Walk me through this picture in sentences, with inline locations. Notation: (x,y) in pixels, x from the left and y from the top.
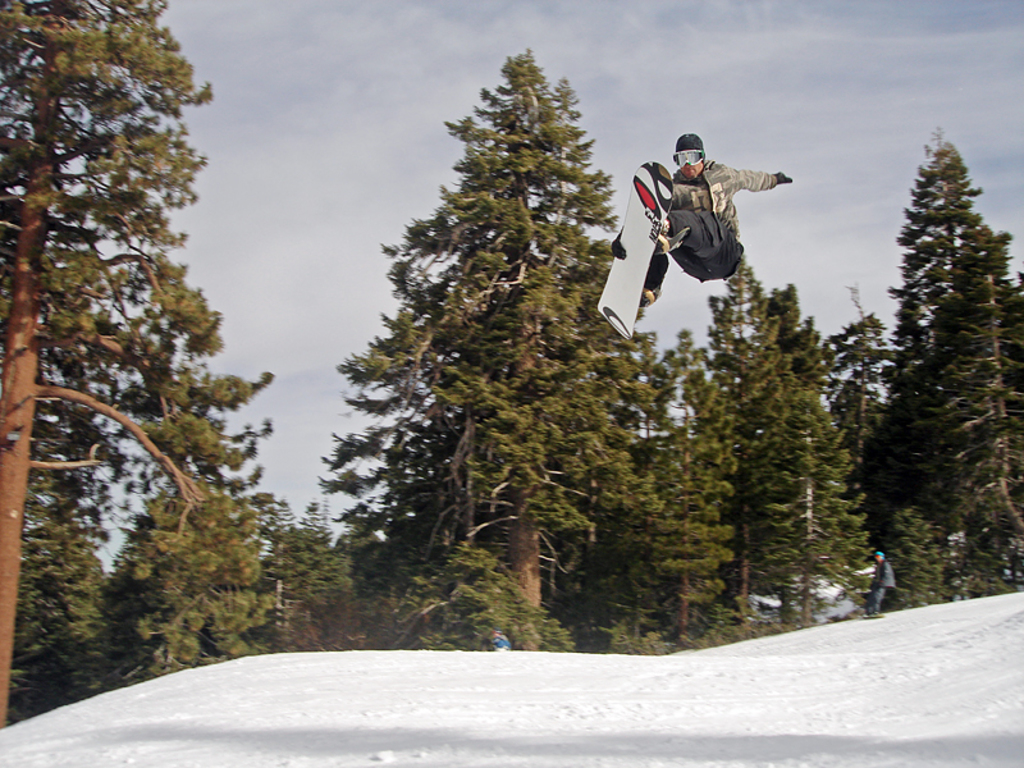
There is a snowy ground (574,716) at the bottom of this image (542,696) and there are some trees (517,570) in the background (697,565). There is one person (714,202) in the sky (764,209) is with a snowboard (660,230). There is a sky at the top of this image (333,237).
